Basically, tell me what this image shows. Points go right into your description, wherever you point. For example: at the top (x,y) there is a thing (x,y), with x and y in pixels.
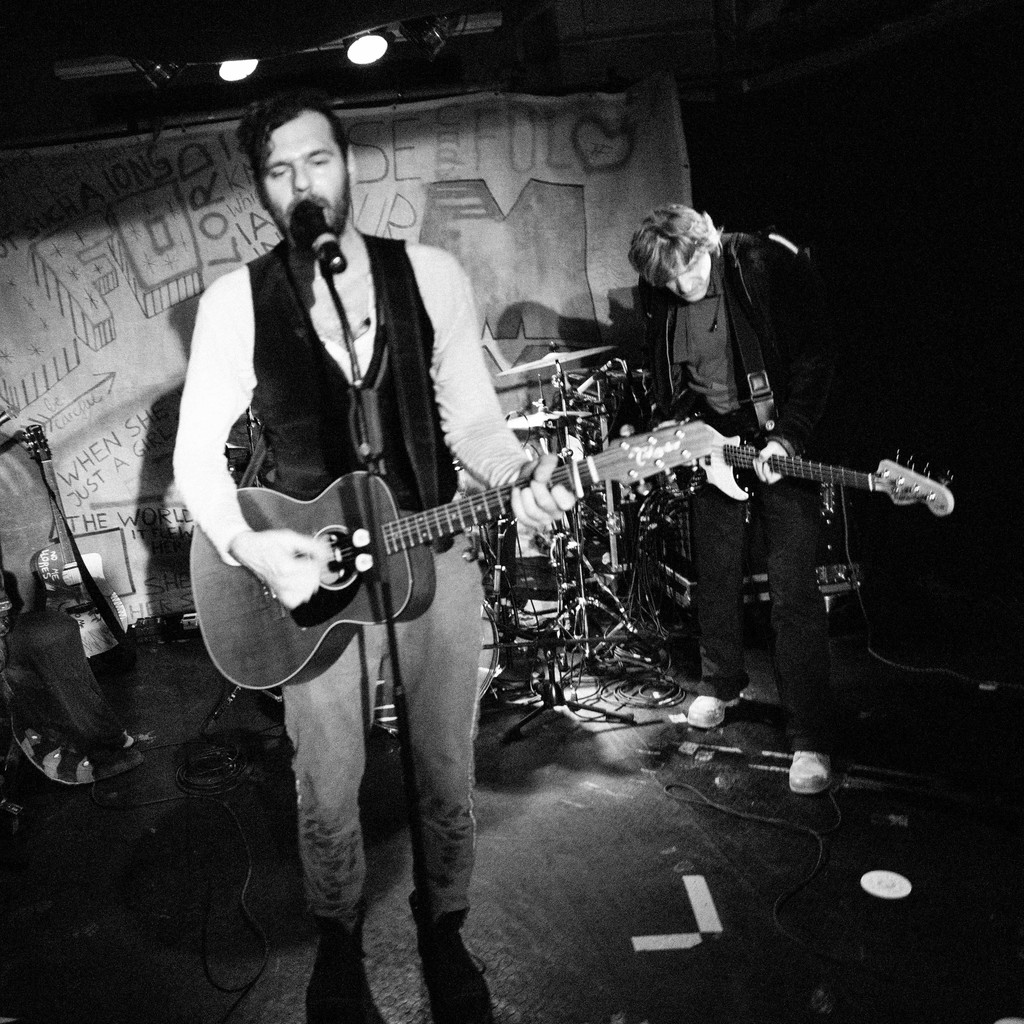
This is a black and white picture. We can see two men (385,470) standing and playing guitar (726,449). This is a mike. This is a platform (626,882). At the top (250,60) we can see lights (359,51).
